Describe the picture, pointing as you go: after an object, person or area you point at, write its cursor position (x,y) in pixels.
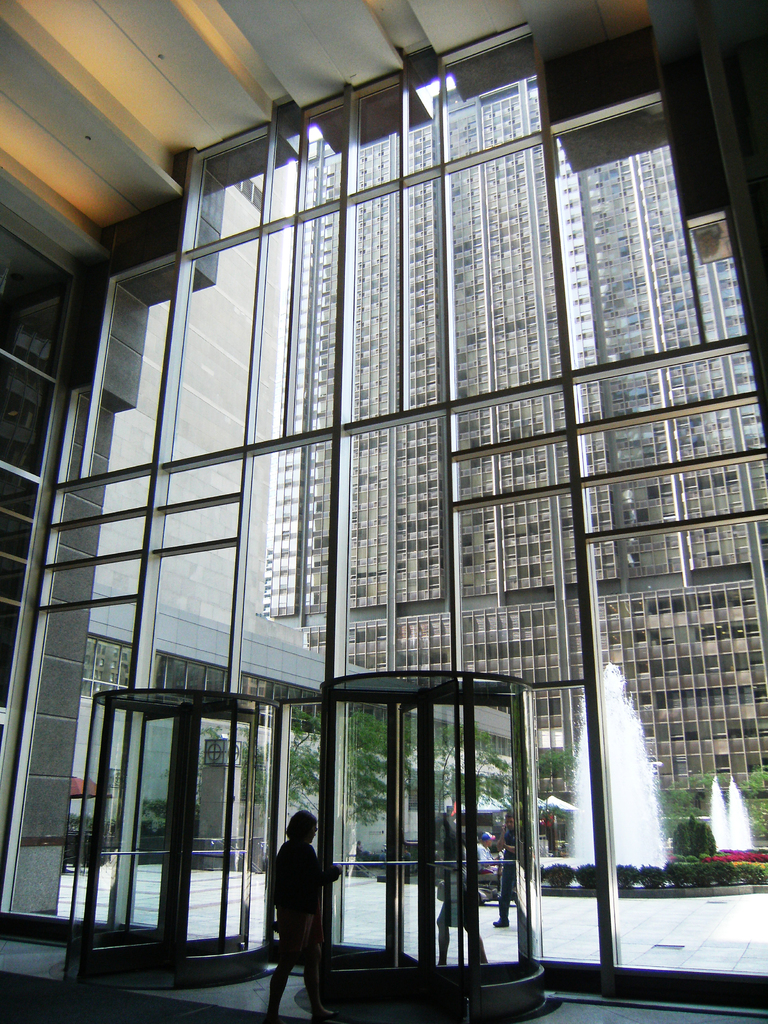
This image is clicked inside the building (66,770). In this image there are two entrances (343,930). In the background (582,739) there is a fountain (637,770). Beside the fountain (652,776) there is a tall building (660,317) with so many floors (670,342). At the bottom (291,870) there is a person (320,885) standing near the entrance (476,837).
